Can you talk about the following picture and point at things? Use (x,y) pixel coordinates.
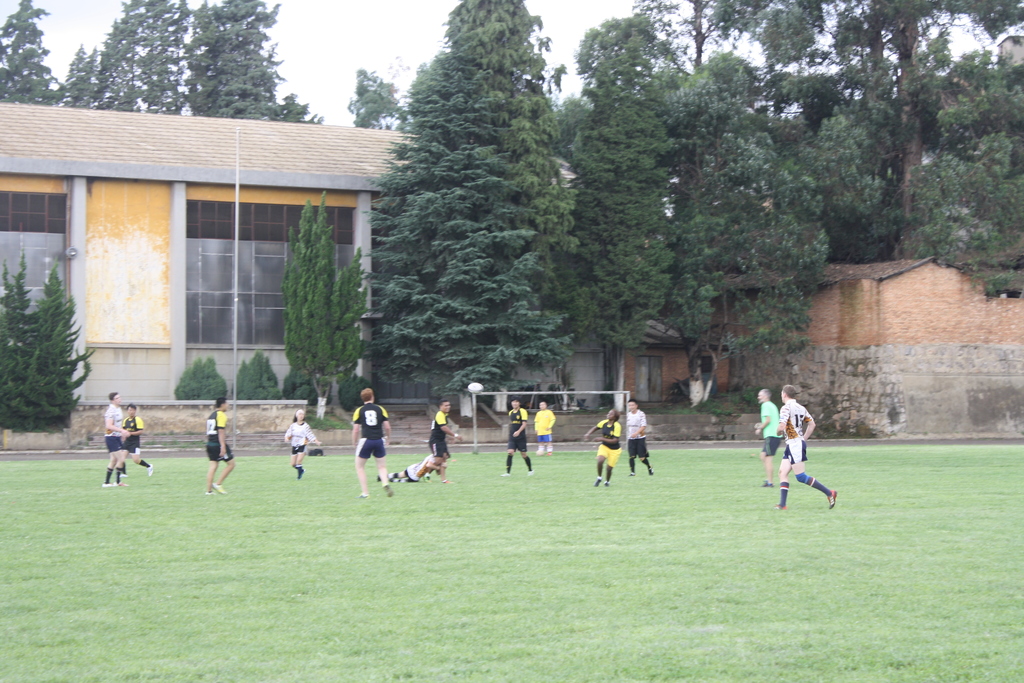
In this image, there is an outside view. In the foreground (106,429), there are some persons (797,444) wearing clothes (118,416) and playing a football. In the background (599,398), there is a building (326,157) and some trees (605,81).
